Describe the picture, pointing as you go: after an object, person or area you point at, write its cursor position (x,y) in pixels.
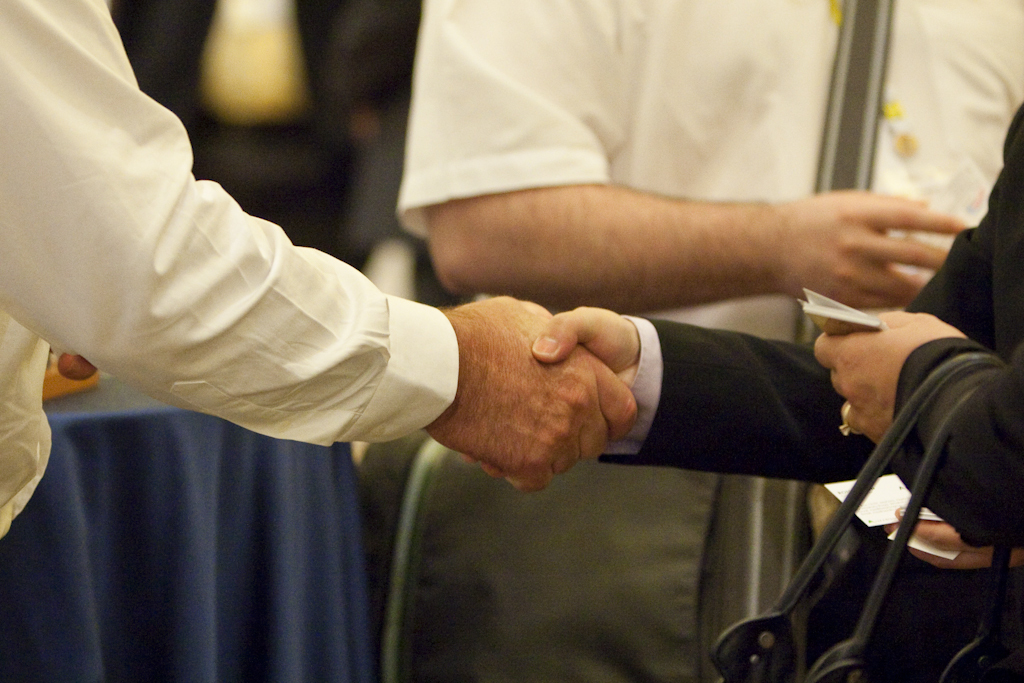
There are two people (519,348) shaking hands (476,398) in the foreground area of the image (536,319) and other people (573,271) in the background (700,182).
